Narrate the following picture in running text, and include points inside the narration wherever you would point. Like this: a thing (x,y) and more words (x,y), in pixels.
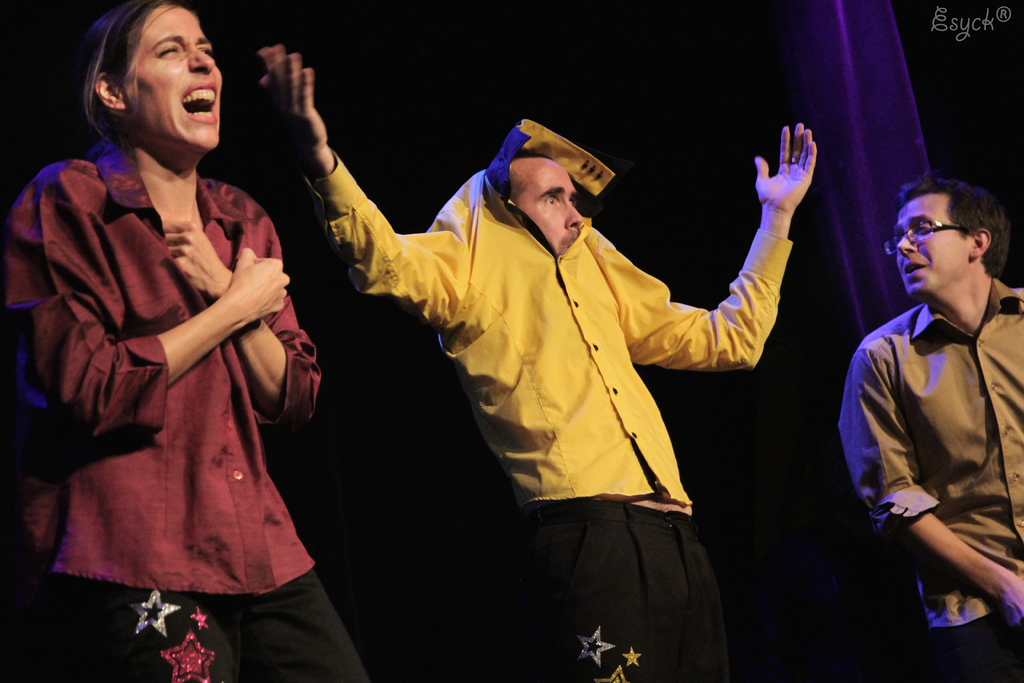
In the left side of the image (130,193) there is a woman (136,69), in the middle (515,315) we can see a man (472,247) who is in yellow shirt (648,302), right side (947,256) there is a man (913,359) who is having specs (915,236). Background (867,107) we can see curtain (851,90). The person (626,553) in the middle (361,240) and that women (283,628) are wearing a black pant (646,640) on which there are stars (195,647).
